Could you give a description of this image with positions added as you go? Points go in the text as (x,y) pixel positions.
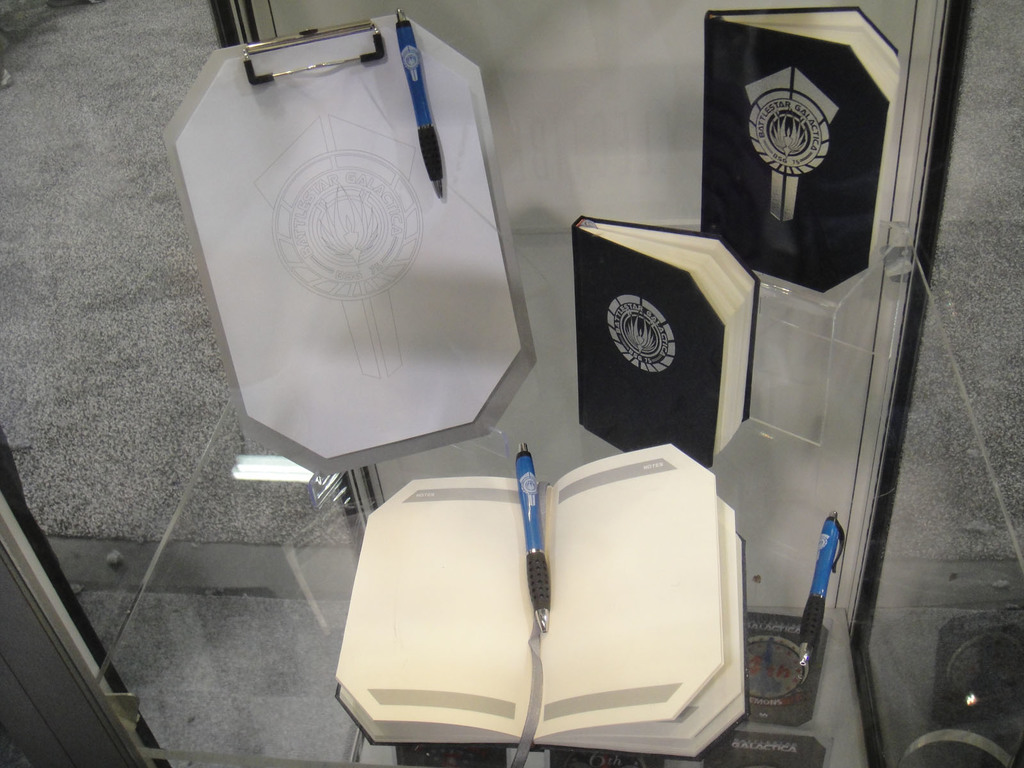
In this picture we can see a transparent glass (194,609) and on the glass (252,582) there are books (662,434), pens (412,91) and a clipboard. Under the transparent glass (790,517), those are looking like books (773,692).
